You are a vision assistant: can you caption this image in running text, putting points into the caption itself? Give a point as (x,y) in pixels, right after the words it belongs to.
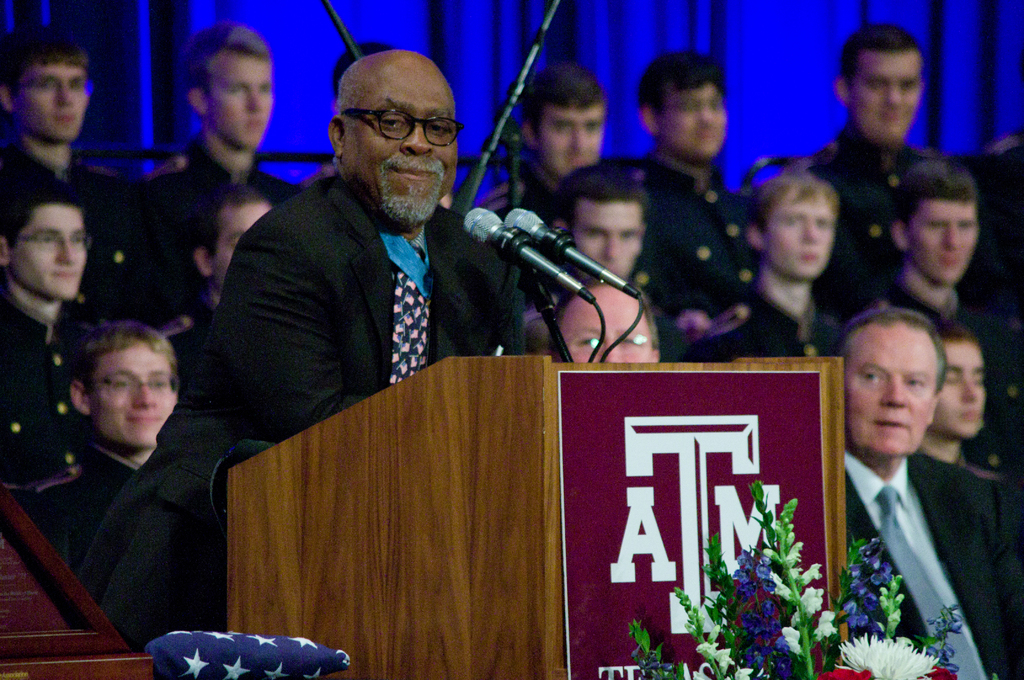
In this image we can see many people (359,366). A person (359,366) is standing near the podium (247,600). There is a microphone (540,223) and a bouquet (857,666) in the image.
